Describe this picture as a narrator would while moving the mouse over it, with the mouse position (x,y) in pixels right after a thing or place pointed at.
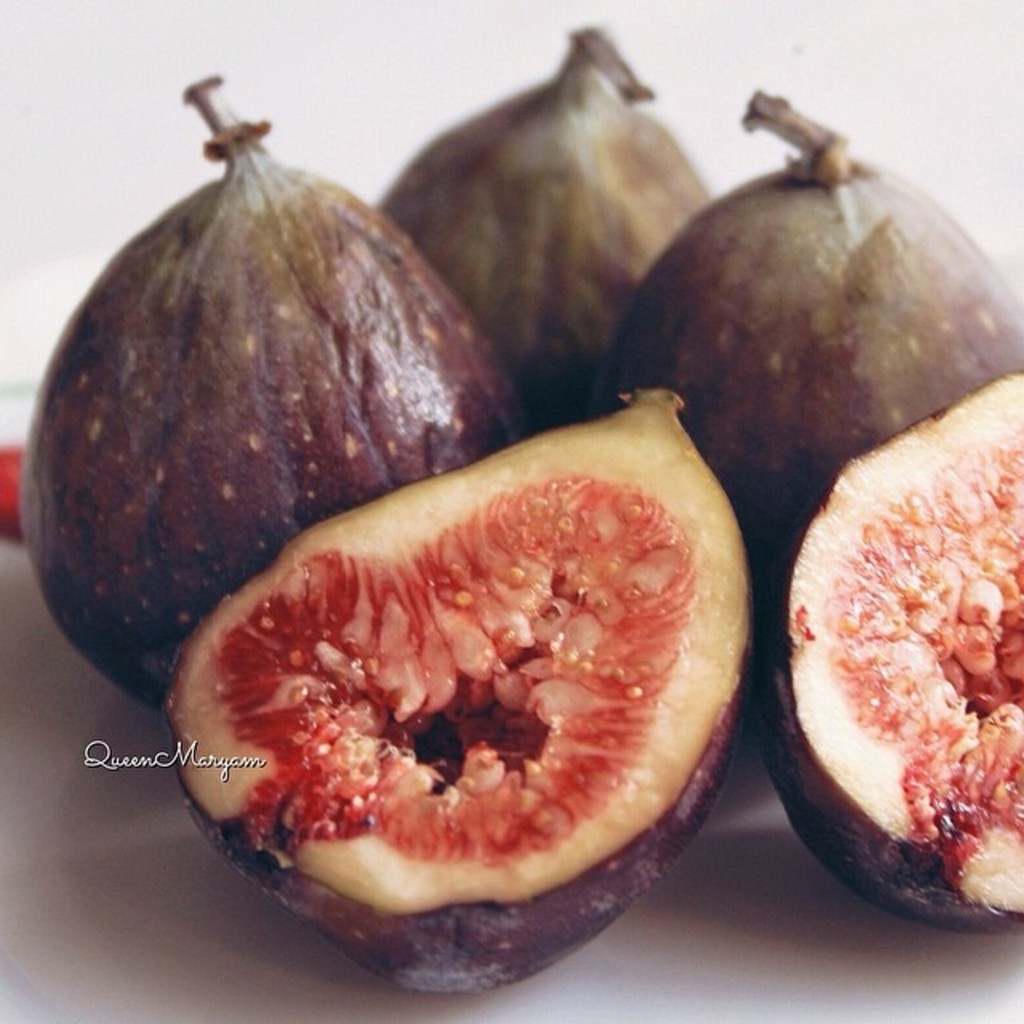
This image consists of food (517,632).
